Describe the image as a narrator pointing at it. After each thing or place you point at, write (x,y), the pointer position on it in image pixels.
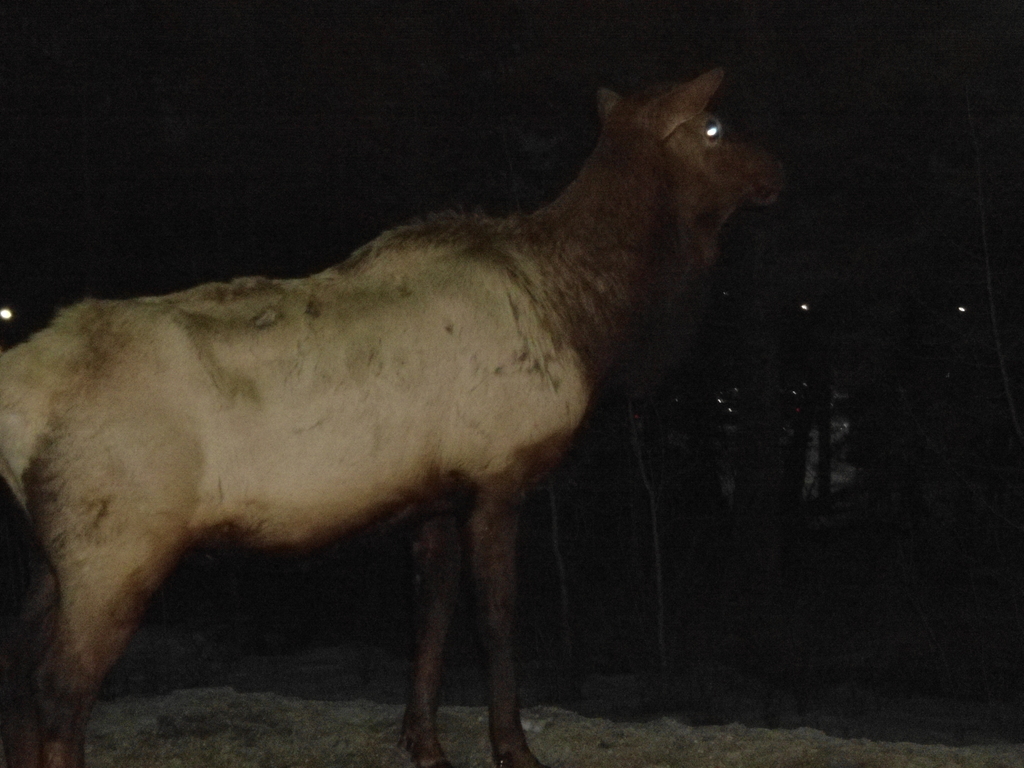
In this image there is a deer (417,372).
